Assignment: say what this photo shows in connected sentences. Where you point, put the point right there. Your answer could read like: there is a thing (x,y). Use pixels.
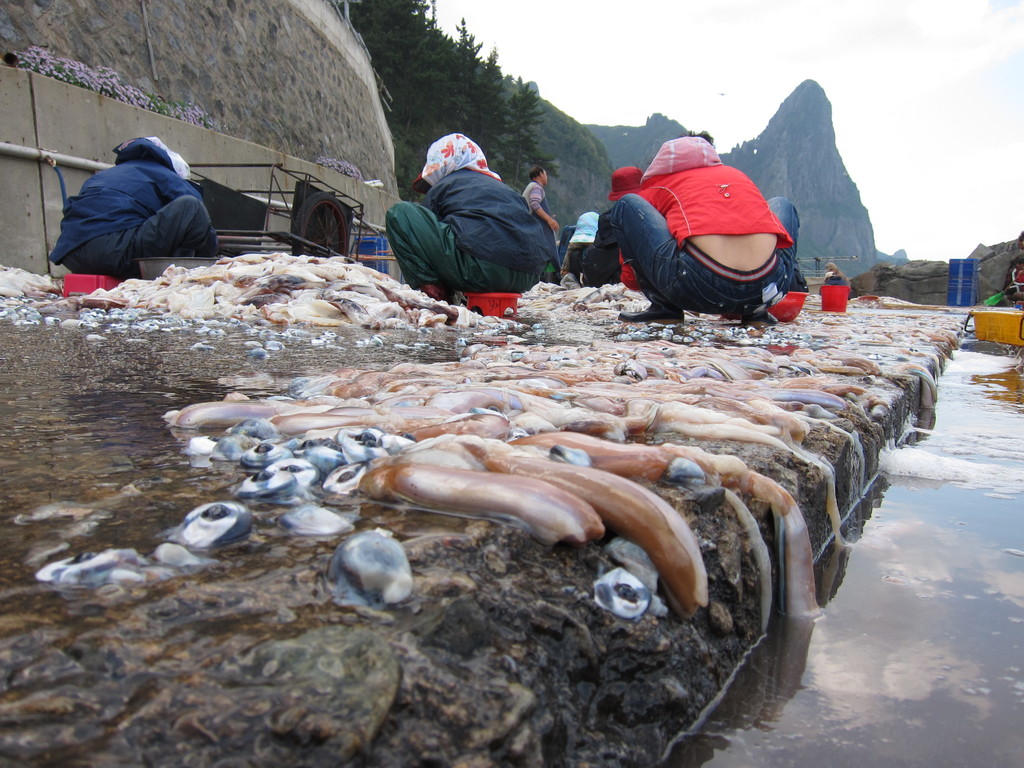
In this picture there are group of people (727,177) and there is a meat (187,283) on the floor (432,362). At the back (771,138) there is a mountain (779,126) and there are trees (514,118). On the right side of the image (875,496) there is water (996,442). At the top (931,108) there is sky (936,110) and there are clouds (768,62).
